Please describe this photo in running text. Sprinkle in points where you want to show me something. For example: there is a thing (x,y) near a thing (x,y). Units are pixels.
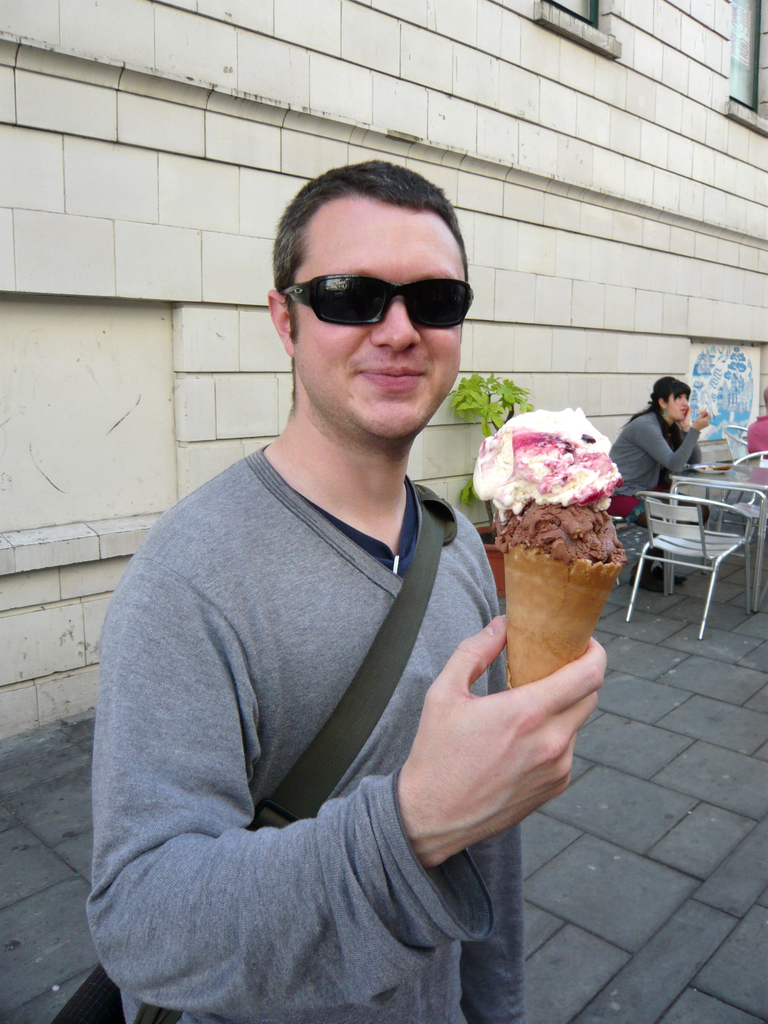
In this picture a guy (296,256) who is wearing spectacles (342,281) is holding an ice cream (520,480) with one of his hands (492,715), in the background (700,437) we observe a wall (659,301) with tables (718,480) and people (675,440) sitting on them.
